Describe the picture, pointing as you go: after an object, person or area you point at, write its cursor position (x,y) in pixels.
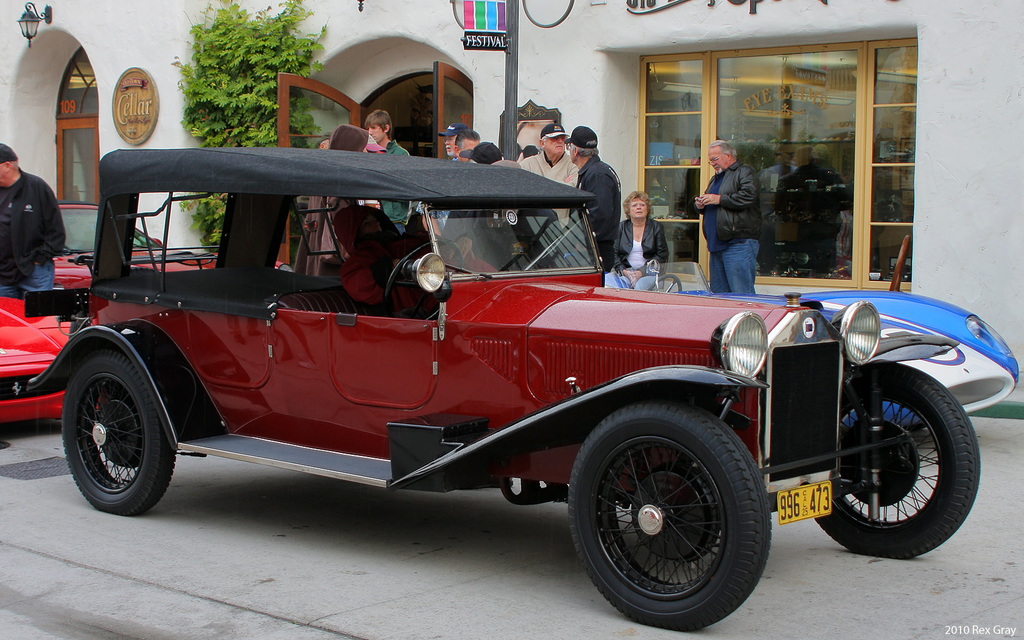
In front of the image there are vehicles (800,453) on the road (153,630). Behind the vehicles (405,266) there are people (637,264). There is a person (624,236) sitting on the chair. There is a door (284,146). There are glass windows (769,132). There is a tree (235,119), pole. There is a lamp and some object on the wall (110,58). There is some text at the bottom of the image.
